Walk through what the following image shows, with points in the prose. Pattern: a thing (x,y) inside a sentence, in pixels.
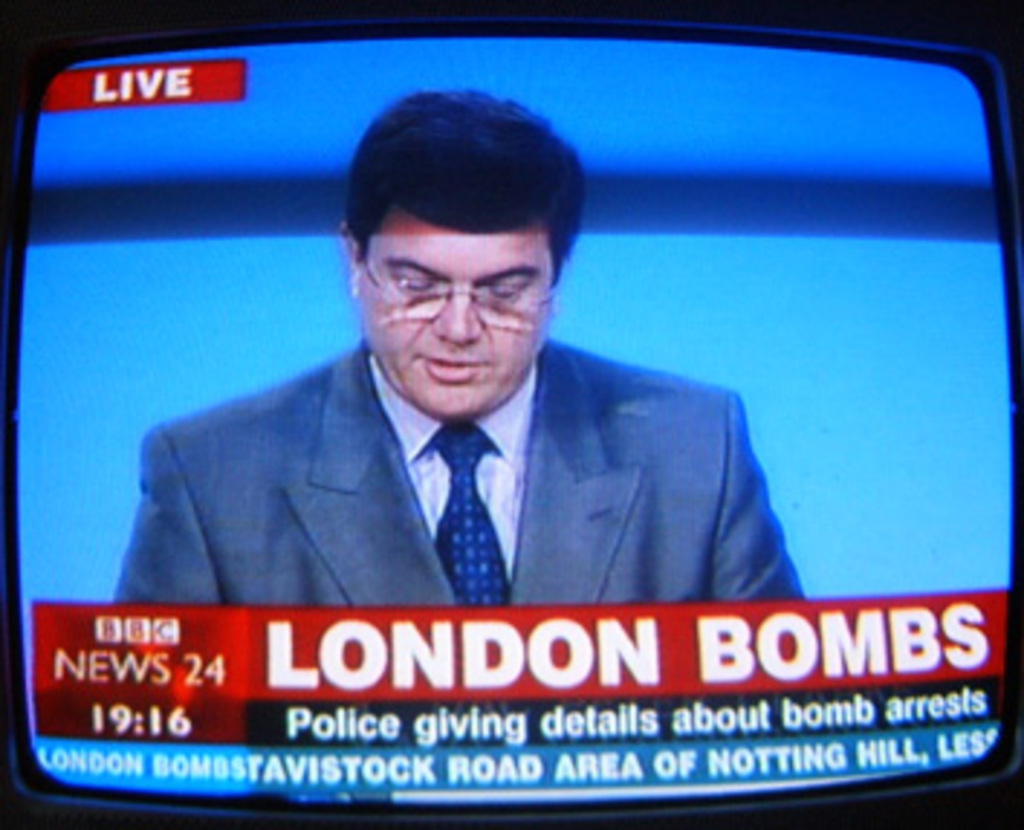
In this picture we can see screen (445,296), in this screen (454,317) we can see a man (479,435) and text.
